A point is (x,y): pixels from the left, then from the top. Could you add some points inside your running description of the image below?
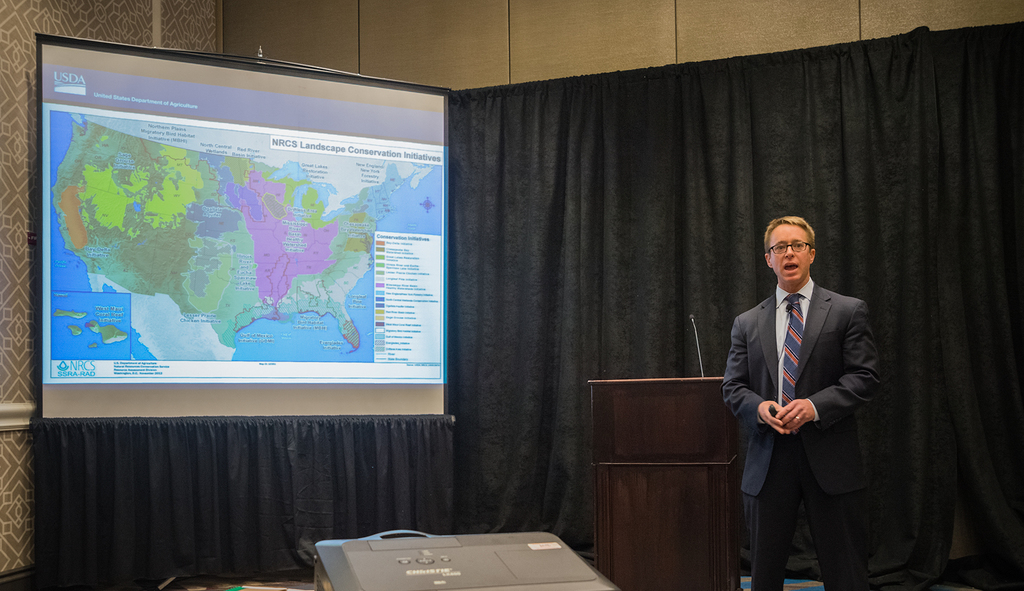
In this picture I can see a man (750,479) standing in front of the podium (726,450), on the podium (684,386) i can see a mike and on the left (104,293) I can see a screen (183,221), on the screen (183,221) i can see a map (320,250) and text (403,237) backside of the person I can see black color curtain (594,135) and at the top (399,36) I can see the wall (460,26), at the bottom (329,547) I can see a box (456,537).
